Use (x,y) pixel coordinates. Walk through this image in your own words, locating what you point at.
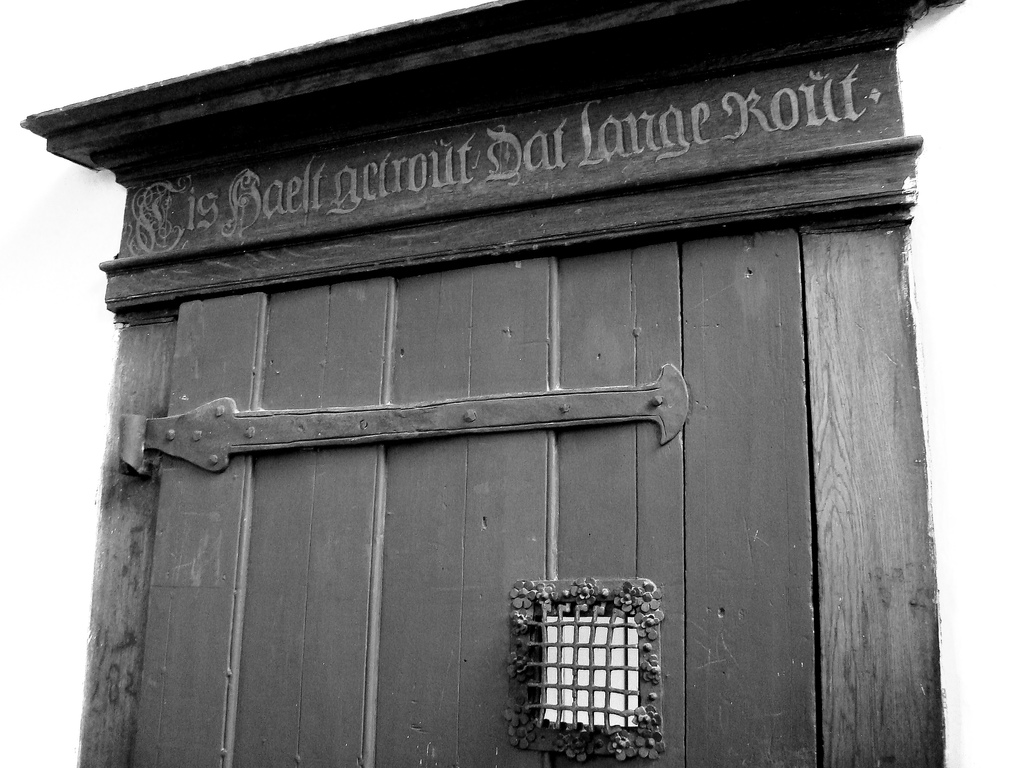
In this image we can see there is a door (503,441). On the door (198,480) there is a metal rod (574,417) and window (576,628).
